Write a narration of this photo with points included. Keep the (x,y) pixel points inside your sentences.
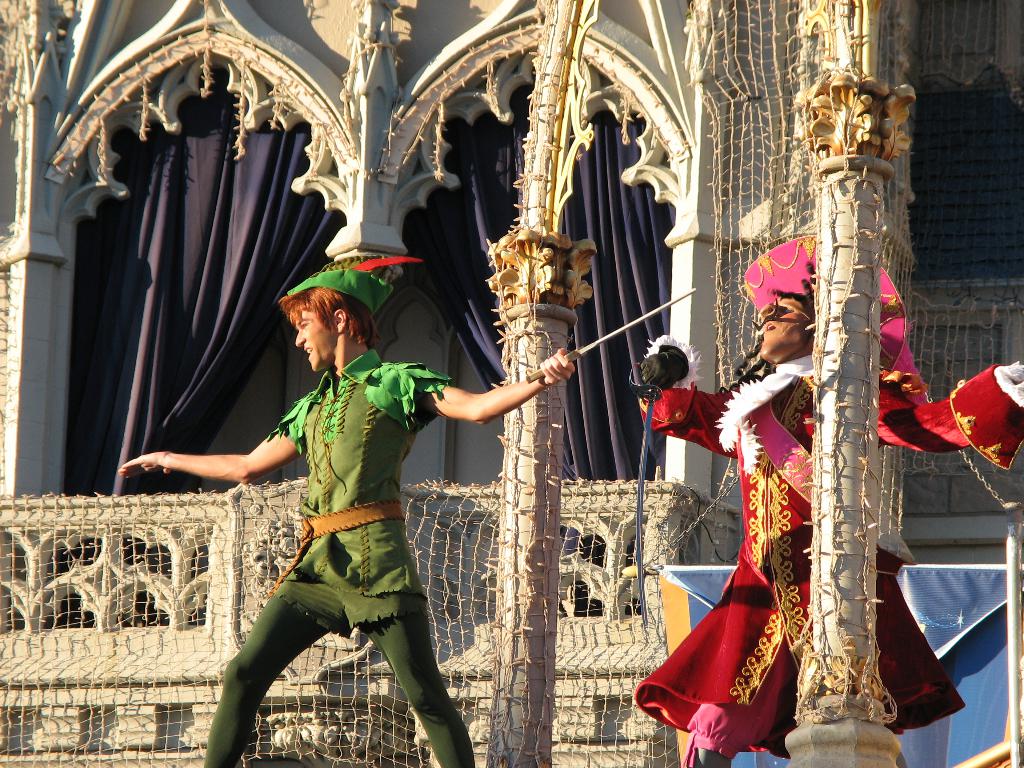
In this image we can see there are two people (756,438) dancing and holding a knife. At the back (272,106) there is a building (61,224) covered with net (722,126). And there are curtains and banner (917,734).
